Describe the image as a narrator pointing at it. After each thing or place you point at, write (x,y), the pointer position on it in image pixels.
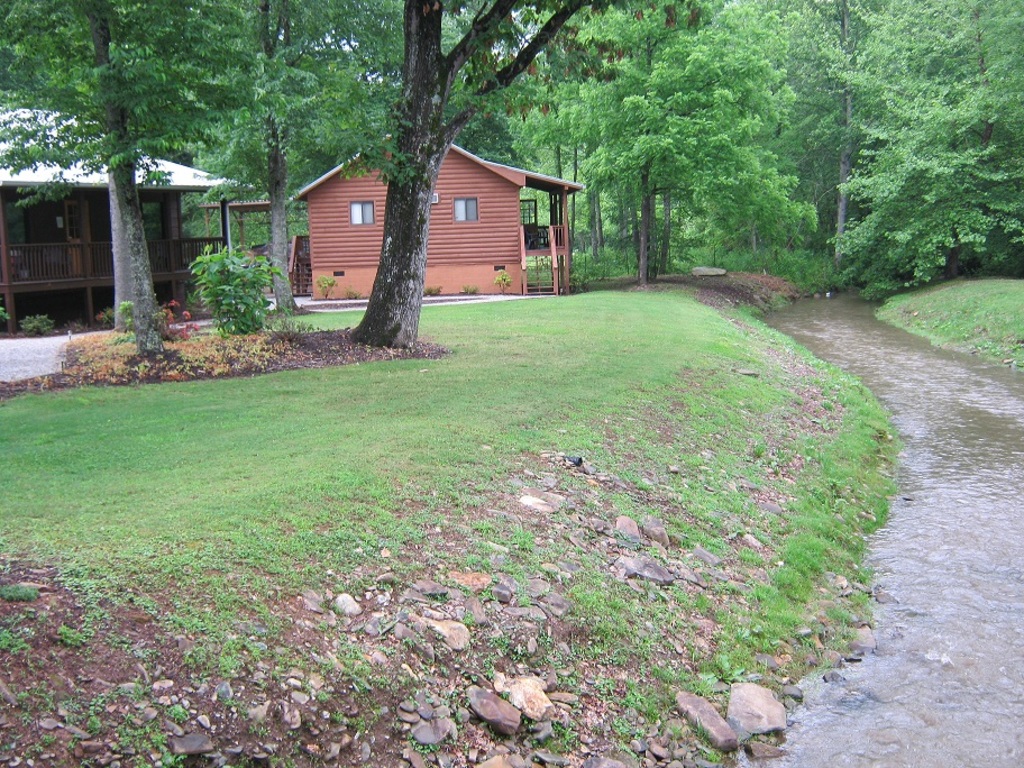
In this image, there is an outside view. There are houses (456,237) beside trees (354,63). There is a canal (949,622) in the bottom right of the image (925,708).
